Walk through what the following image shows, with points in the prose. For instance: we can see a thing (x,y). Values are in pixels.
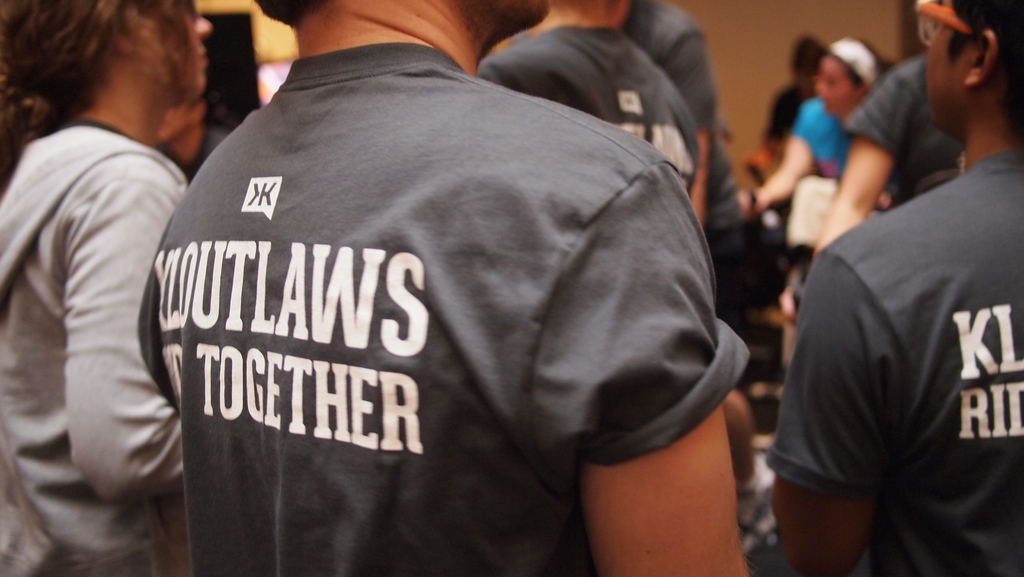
In the picture we can see some people (676,366) are standing in black T-shirts (1023,369) and something written on it and beside them, we can see a woman (90,309) standing in a white hoodie (7,393) and in the background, we can see a woman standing in blue T-shirt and behind her we can see a wall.
